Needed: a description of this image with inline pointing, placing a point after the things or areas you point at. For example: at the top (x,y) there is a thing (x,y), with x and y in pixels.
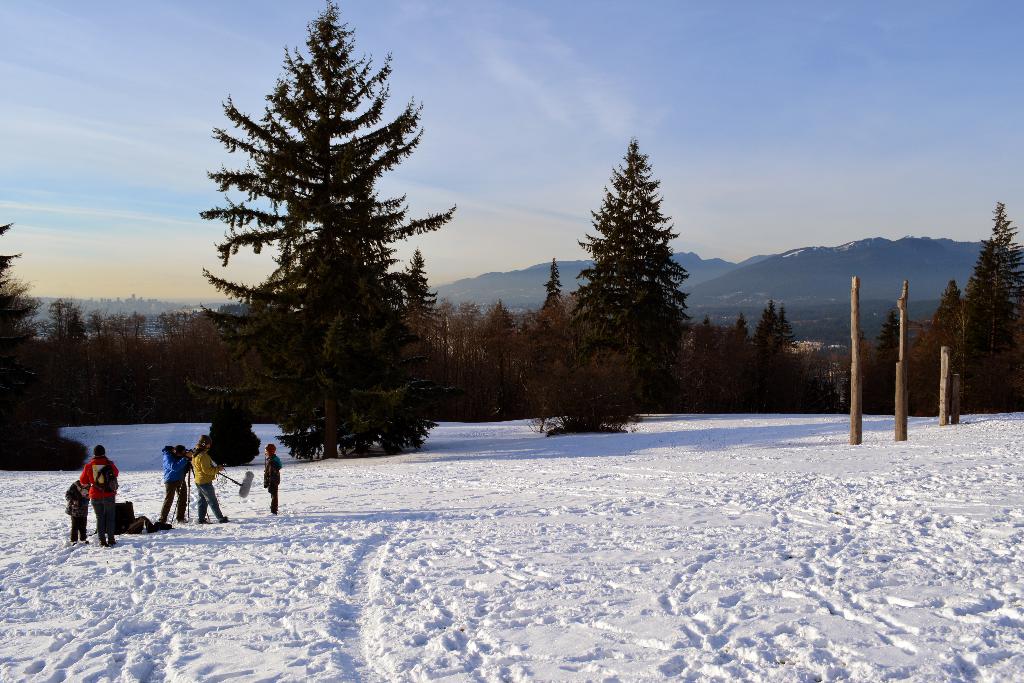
In this picture there are mountains (842,300) and trees (1006,238). In the foreground (152,526) there are pillars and there are group of people (97,458) standing and there are objects (142,516). At the top (552,76) there is sky (513,79) and there are clouds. At the bottom (610,579) there is snow (370,600).
